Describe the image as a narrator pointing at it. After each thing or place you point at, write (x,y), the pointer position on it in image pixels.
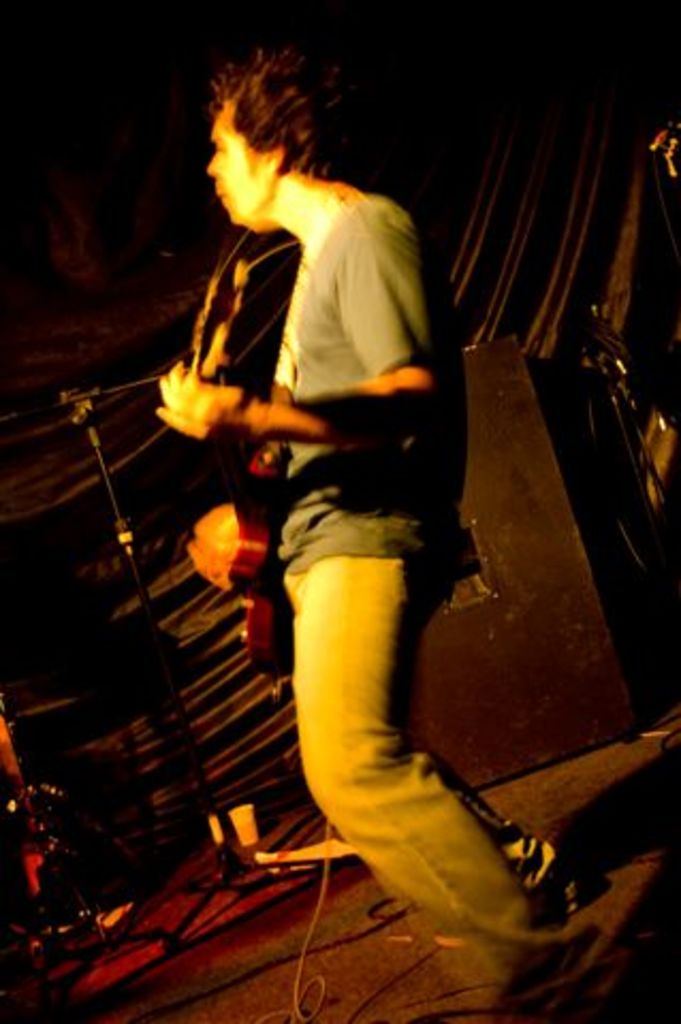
This picture shows a man (299,388) standing and playing guitar (263,539) and we see a microphone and a speaker (483,516).
